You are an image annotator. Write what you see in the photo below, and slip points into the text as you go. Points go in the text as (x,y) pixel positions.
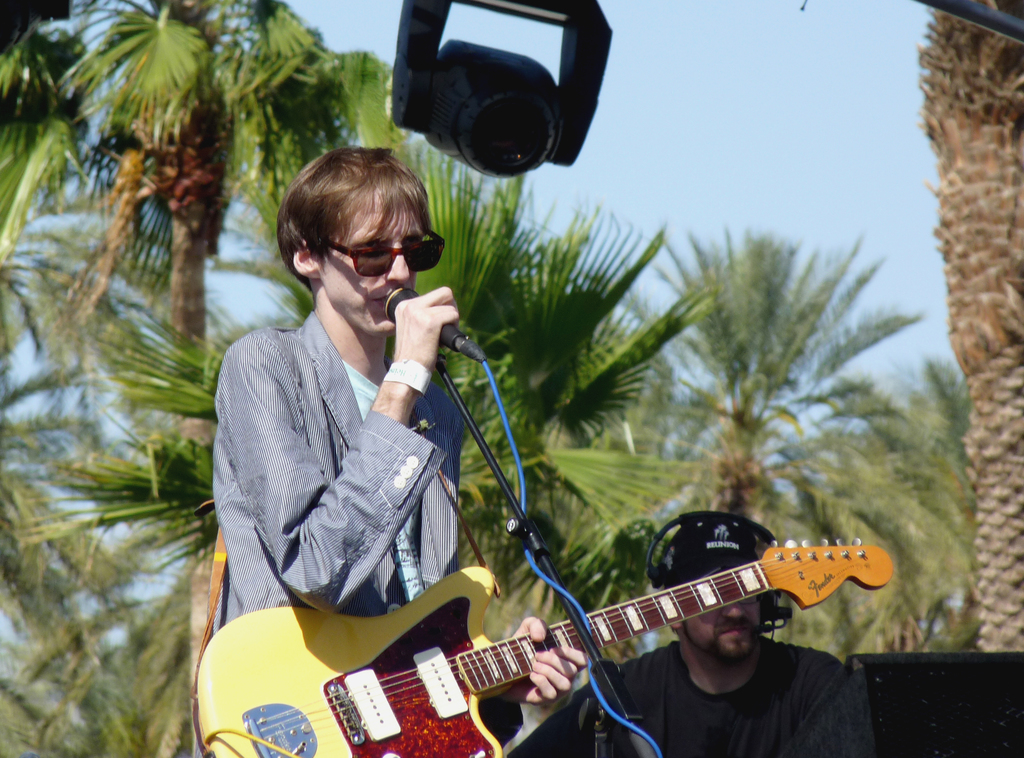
In this image there is a person (330,179) standing and playing guitar (379,670) and he is holding microphone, other person (828,662) is sitting at the back (820,690) and at the right (850,713) there is a speaker (963,710), at the top (483,127) there is a light (484,112). At the back (726,507) there are trees (857,635), at the top (481,28) there is a sky (745,140).
